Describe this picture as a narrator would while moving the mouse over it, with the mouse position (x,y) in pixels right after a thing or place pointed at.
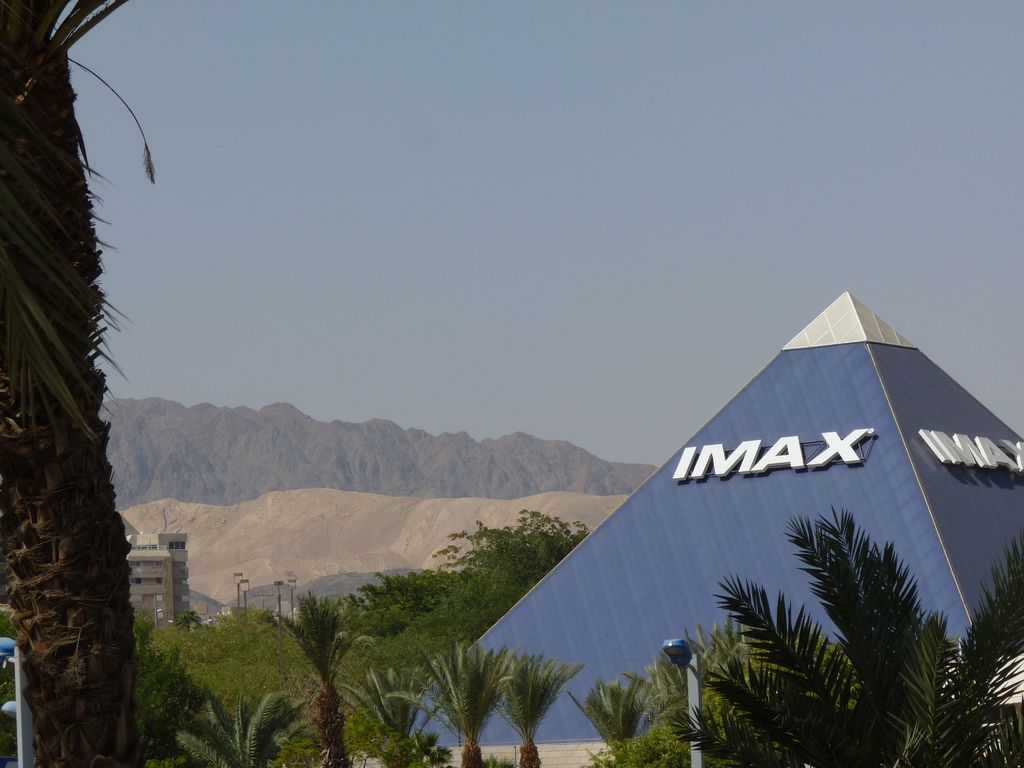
In this picture I can see two buildings (732,399), there is a building (876,360) in a pyramid structure (732,472), there are trees (256,616), lights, poles (18,659), there are hills (341,474), and in the background (565,230) there is sky (555,205).
